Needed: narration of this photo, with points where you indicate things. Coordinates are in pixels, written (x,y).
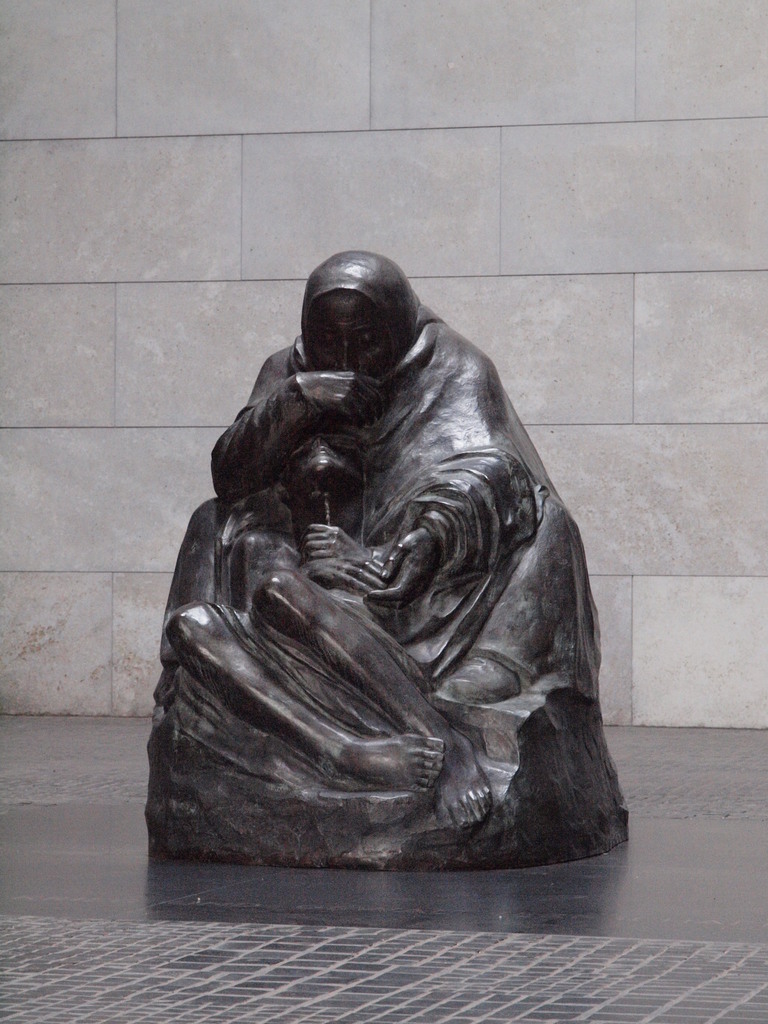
In this image we can see a sculpture (238,802) on the floor (418,884), also we can see the wall (564,198).
